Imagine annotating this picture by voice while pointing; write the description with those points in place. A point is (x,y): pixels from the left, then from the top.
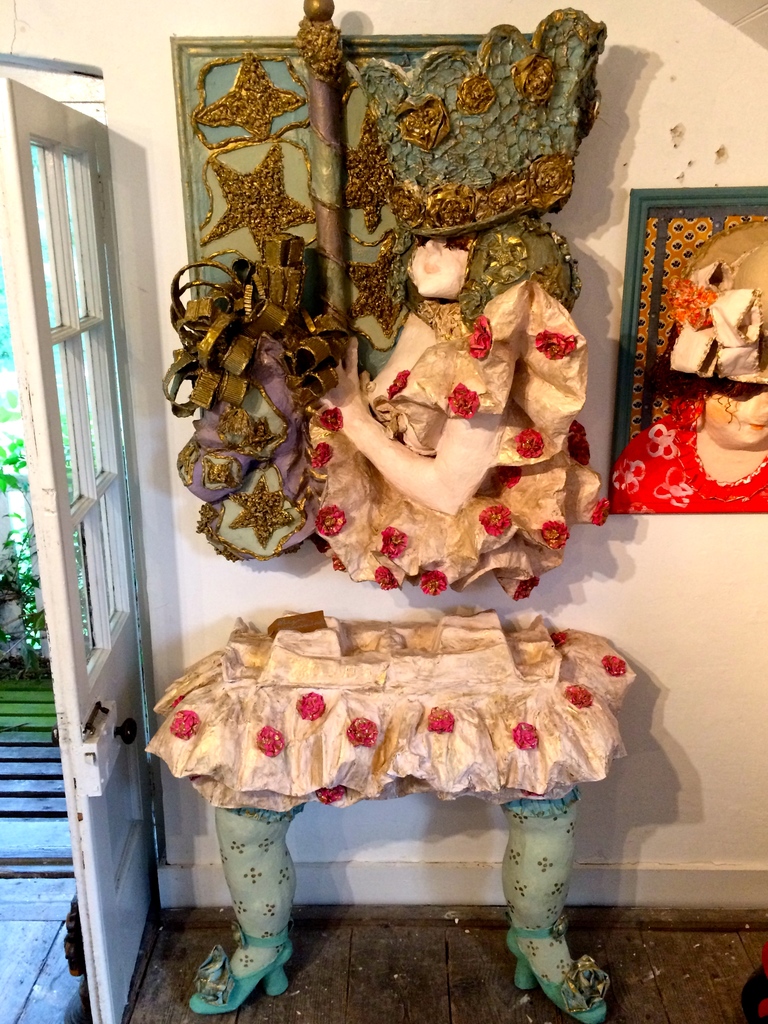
In this picture we can see a table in the form of the legs (511,925) of a person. There are sculptures (574,148) on the wall (747,155). We can see a door (80,673) with a door handle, leaves (31,664) and other objects (14,716).
